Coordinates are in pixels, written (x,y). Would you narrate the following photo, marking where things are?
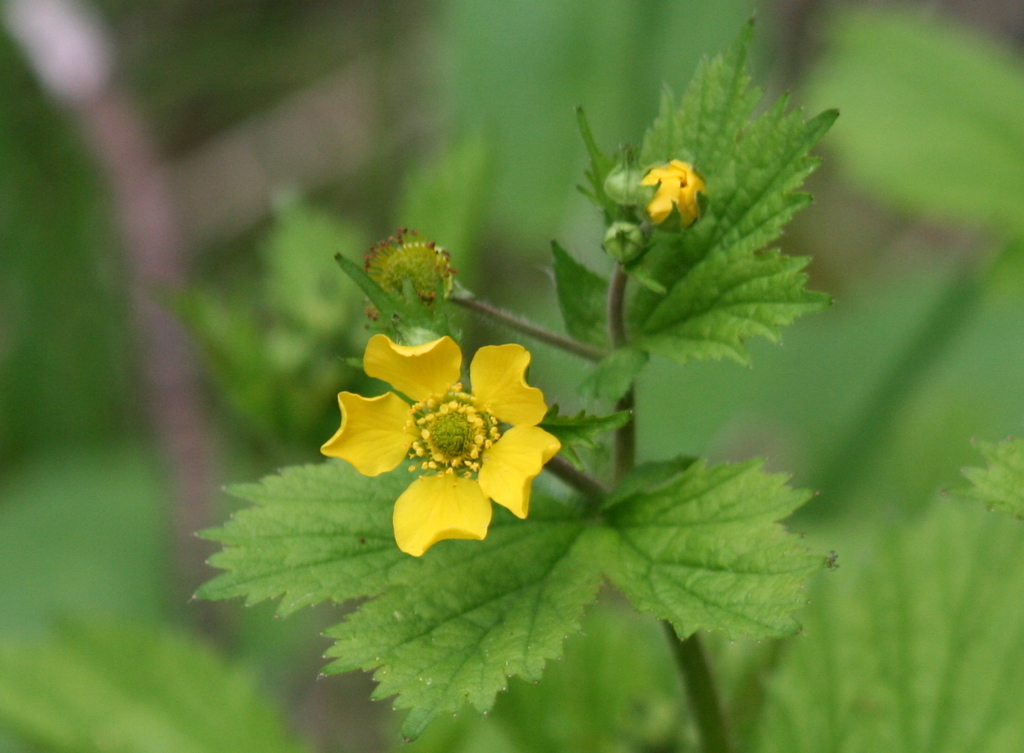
In the image we can see leaves (532,544), flowers (463,458), yellow in color and the background (172,356) is blurred.
